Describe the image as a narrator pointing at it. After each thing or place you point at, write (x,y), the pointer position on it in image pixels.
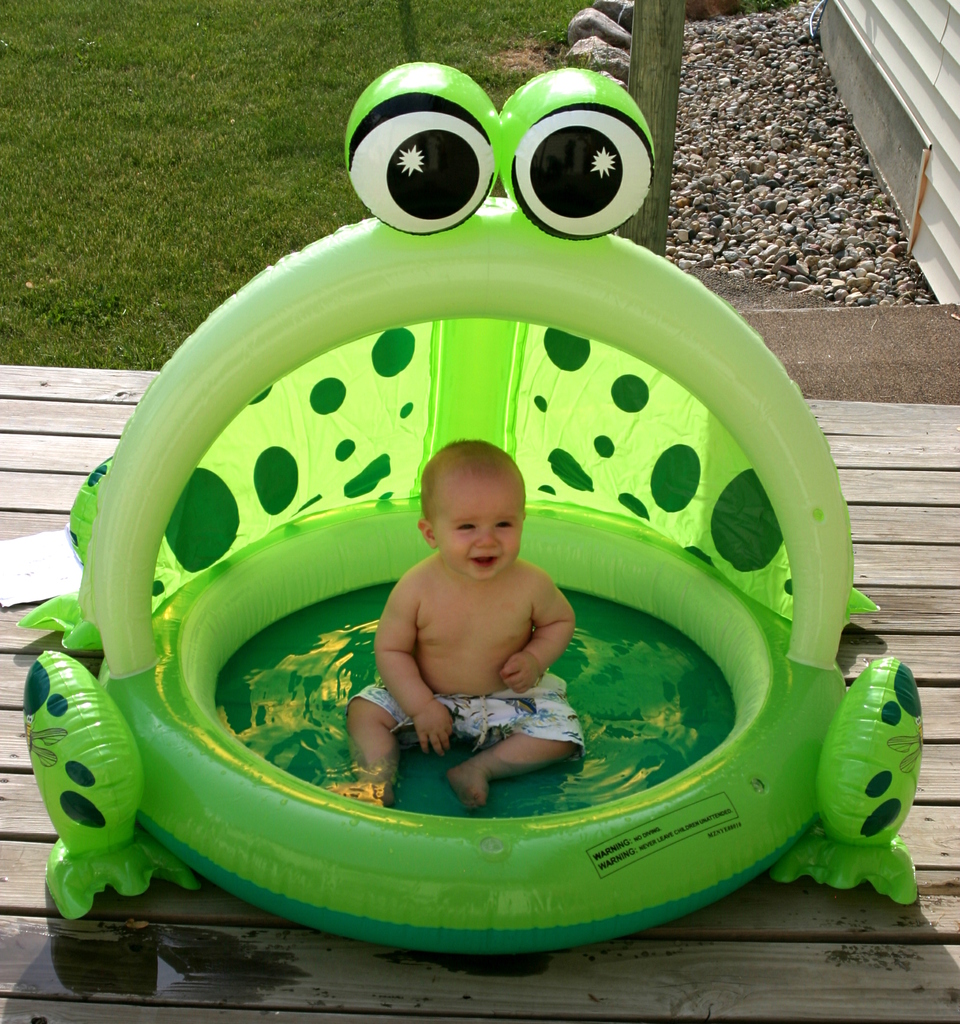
There is a baby (502,473) smiling and sitting in the inflatable green color frog ring (551,778). Which is on the wooden surface (434,961). In the background (284,189), there is grass (149,137) on the ground (95,46), there are stones (731,66) near rocks (585,32) arranged and there is wall (935,51).
